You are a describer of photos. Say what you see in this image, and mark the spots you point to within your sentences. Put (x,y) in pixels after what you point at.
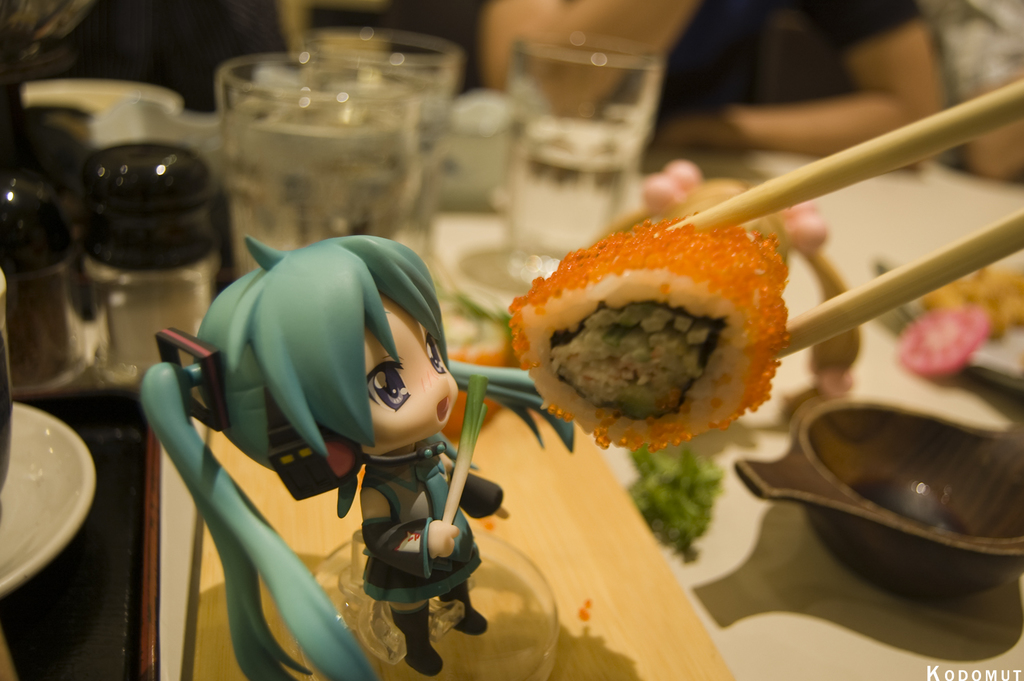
In the image we can see there is a toy of a girl (425,458) which is standing and in front of her there is a chopsticks (894,148) and in between there is a sushi (612,368) and at the back (556,104) on the table (858,243) there are water glass (578,143), pepper and salt bottles (173,302), bowl (988,517), broccoli (670,517) and other food items (973,322).
